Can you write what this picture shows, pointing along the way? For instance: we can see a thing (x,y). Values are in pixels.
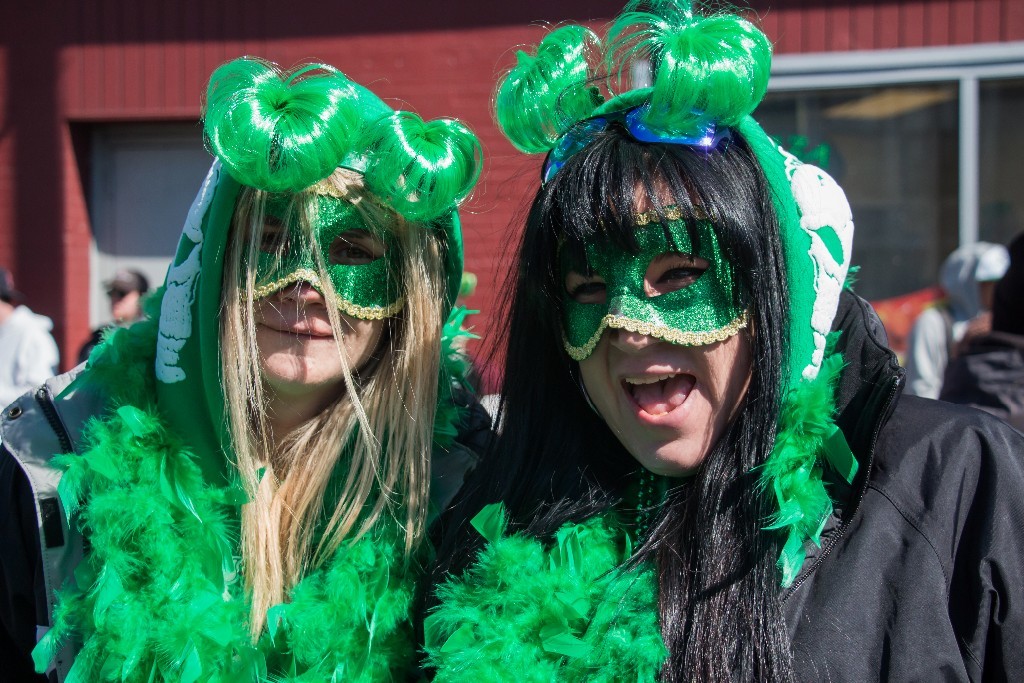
In this image we can see two persons (524,376) wearing costume (544,149) and they both are wearing mask (608,285) to their face (573,286) and posing for a photo. We can see few people (5,317) and there is a building (151,0) in the background (151,0).
